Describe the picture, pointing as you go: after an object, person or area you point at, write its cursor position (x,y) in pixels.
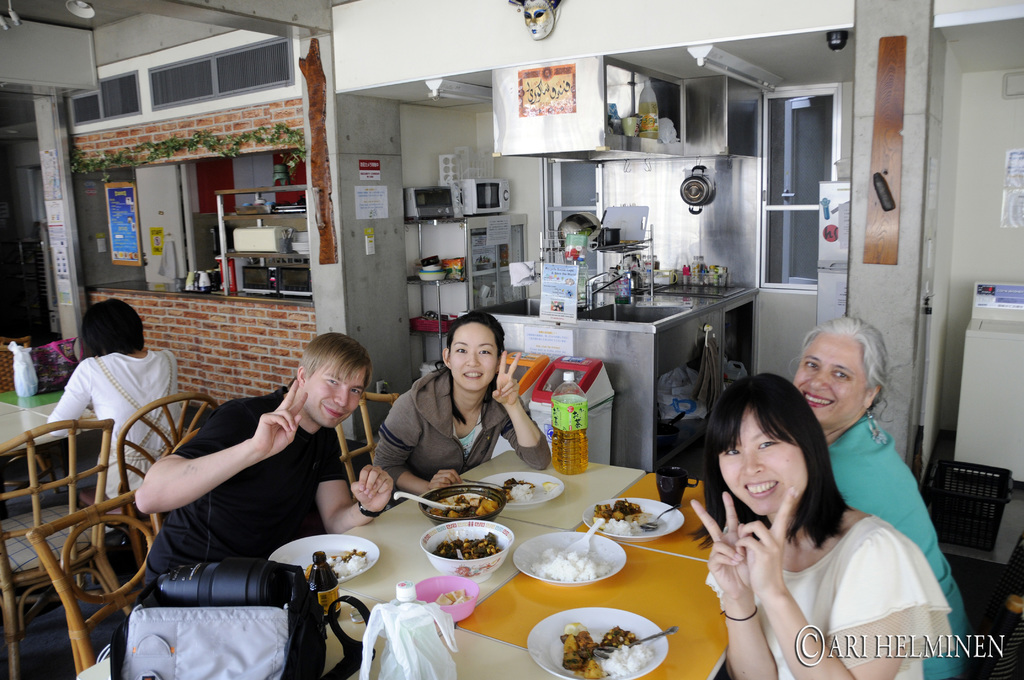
In this picture there is a woman (805,677) smiling, another woman (941,575) also smiling, and there is a table (604,474) which consists of table mat (632,483), a bowl (447,491), food (476,501), spoons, bottle (404,585), cover (391,618), camera (229,601) in the backpack (227,621), and a man (159,541) sitting in the chair (164,433) and smiling, another woman (387,458) sitting in chair (372,452) and smiling and at the back ground (450,223) there is a microwave oven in the rack (448,221), and some pans (608,230), cups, bottles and a tube light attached to the ceiling (817,40) and a mask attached to the wall (534,41) and a cc camera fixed to the wall (825,29) and a plant (289,145) and some boxes (242,204) in the racks (283,215) and there is a hoarding (111,191) which show something advertisement, there is a bag (16,342) in the table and a person (76,385) is sitting in the chair (171,422).
